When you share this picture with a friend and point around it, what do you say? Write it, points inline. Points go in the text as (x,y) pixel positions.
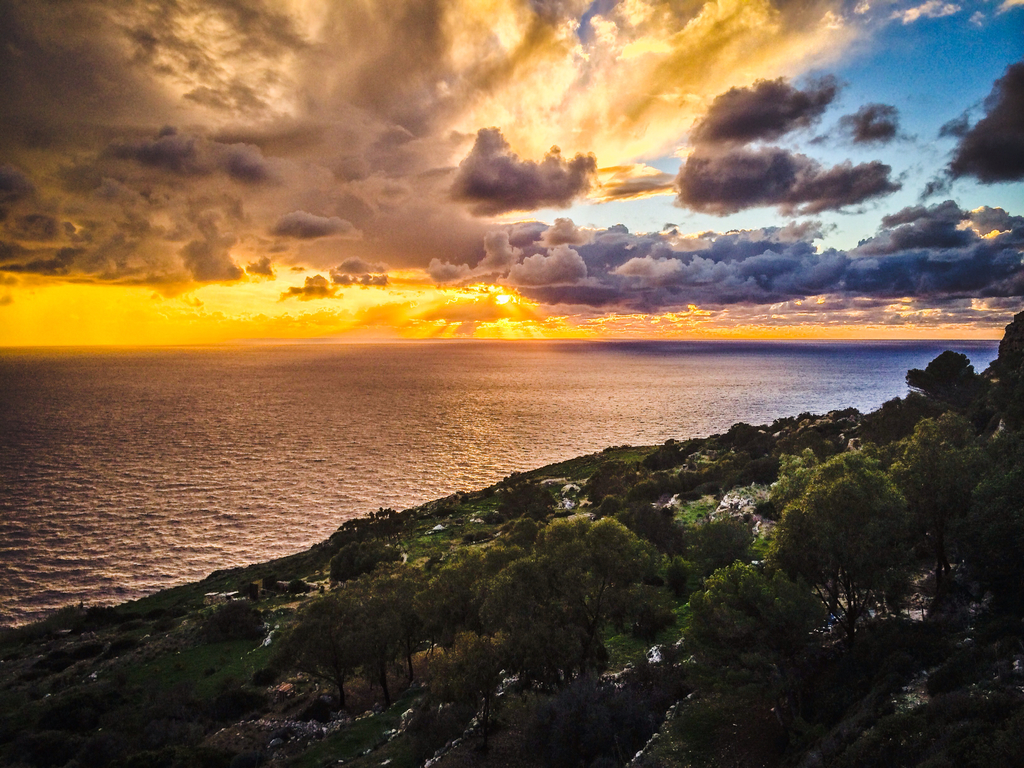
In this image there is a hill (778,575) on the right side (778,575). On the hill (778,575) there are so many trees (661,591). On the left side (204,464) it seems like an ocean (461,410). At the top (648,125) there is the sky (611,146) with the clouds (508,155).
